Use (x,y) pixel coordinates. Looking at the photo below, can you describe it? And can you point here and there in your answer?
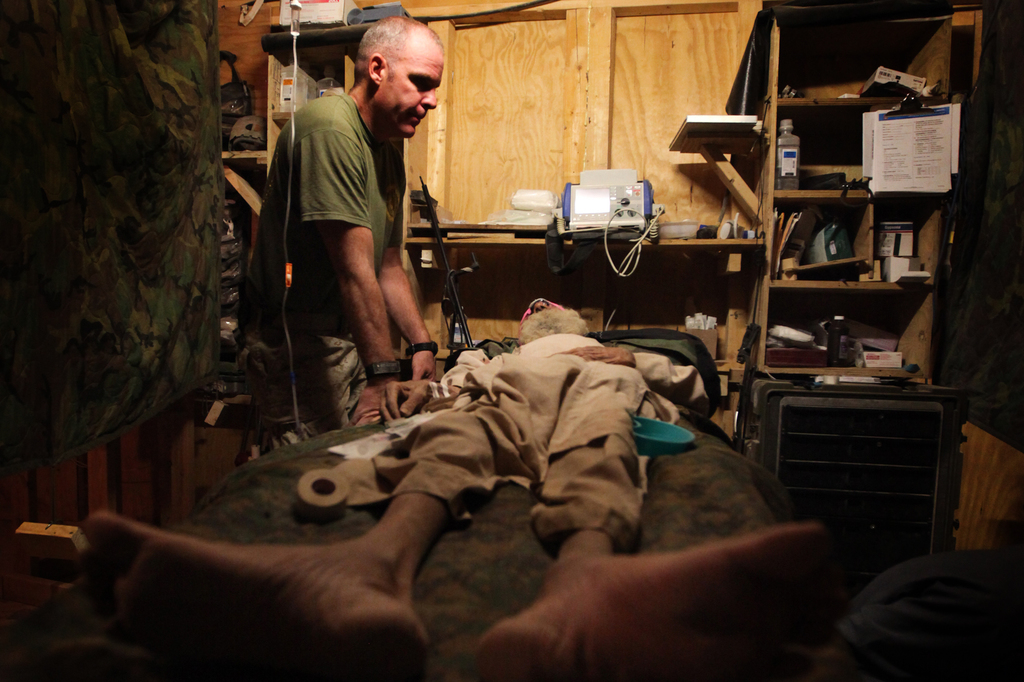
In this picture I can see a man (616,476) lying on the bed (650,518) in the middle (669,381), on the left side (302,169) a man (380,246) is standing. In the background (900,188) there are few things (639,209) on the shelves (768,325).
